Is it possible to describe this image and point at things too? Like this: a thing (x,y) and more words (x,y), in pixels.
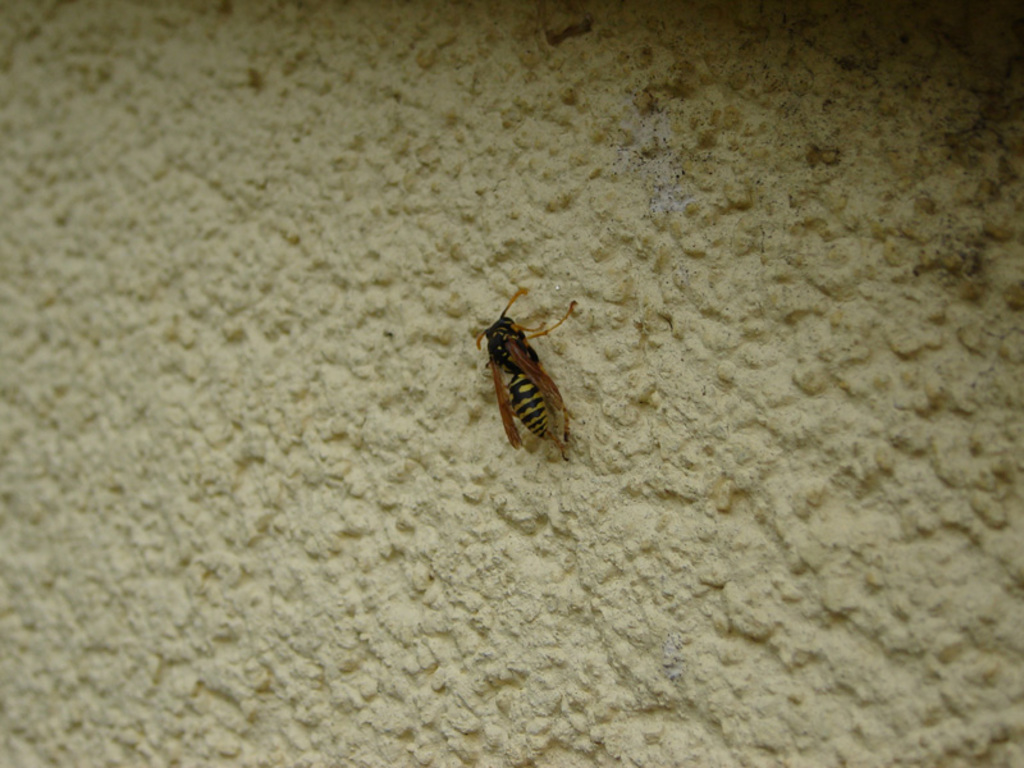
Here we can see an insect (566,314) on a cream color surface (754,582).
